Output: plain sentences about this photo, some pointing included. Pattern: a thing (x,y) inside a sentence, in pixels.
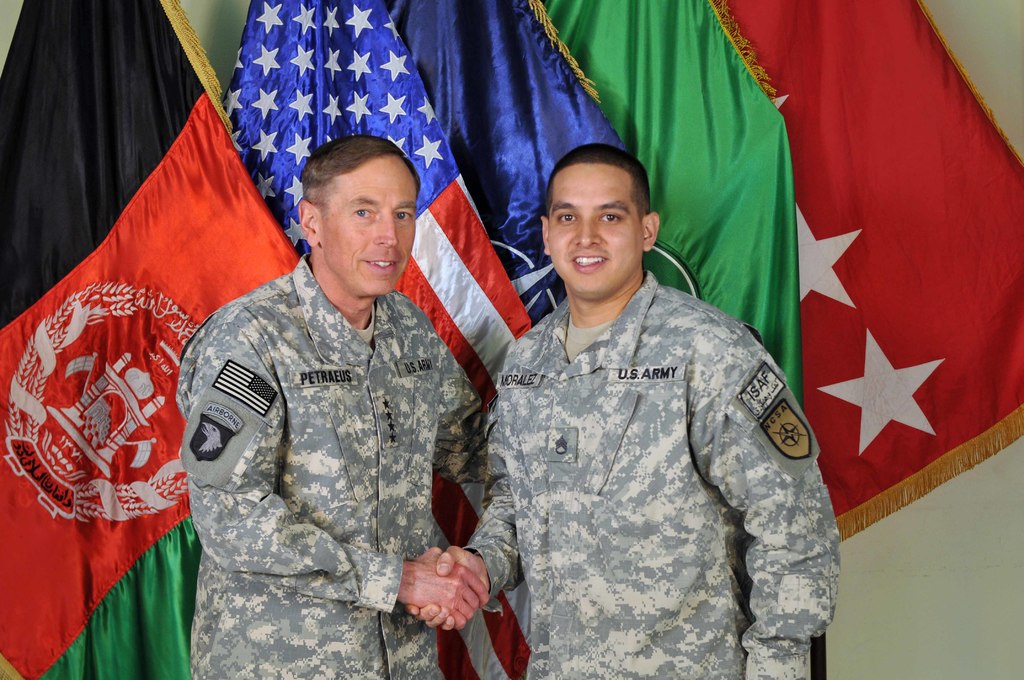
In this image I can see two people (529,366) standing and wearing military dresses (502,399). Back I can see few flags (496,93) in different color. The wall (934,583) is in white color.
